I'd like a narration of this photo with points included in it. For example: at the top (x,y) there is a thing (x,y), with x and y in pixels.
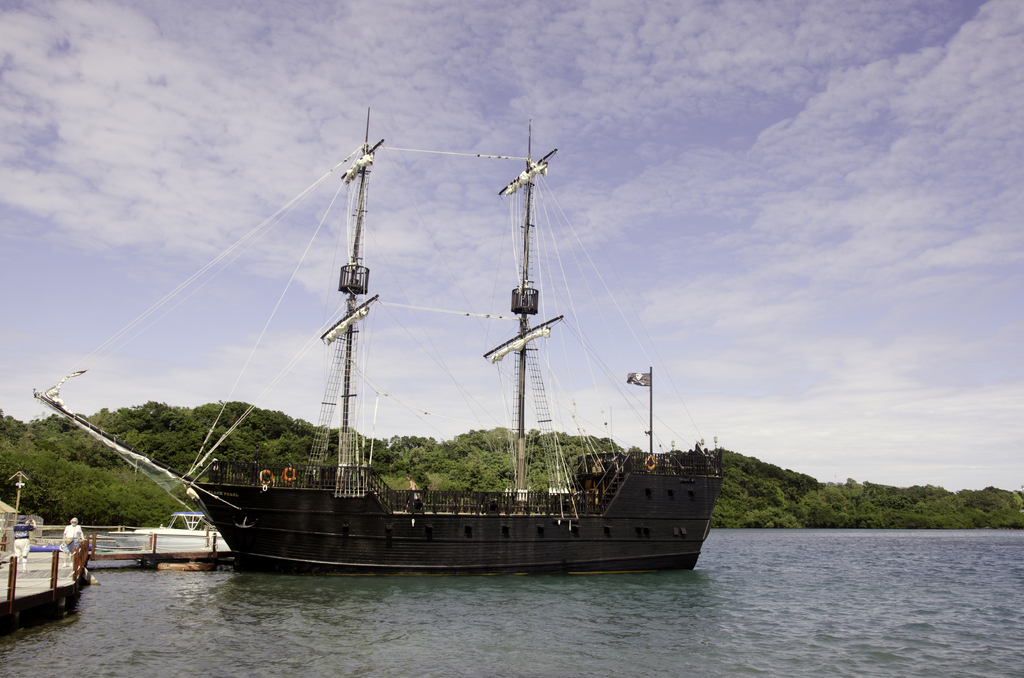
In the picture we can see water (731,630) in it we can see a boat (625,488) which is black in color with two poles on it with wires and behind the boat (643,483) we can see a small boat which is white in color and near it we can see a path (36,580) with railing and a person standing on it near the railing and on the boat (611,543) we can also see a flag (629,376) with pole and in the background (705,380) we can see full of trees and sky (705,380) with clouds (752,382).
